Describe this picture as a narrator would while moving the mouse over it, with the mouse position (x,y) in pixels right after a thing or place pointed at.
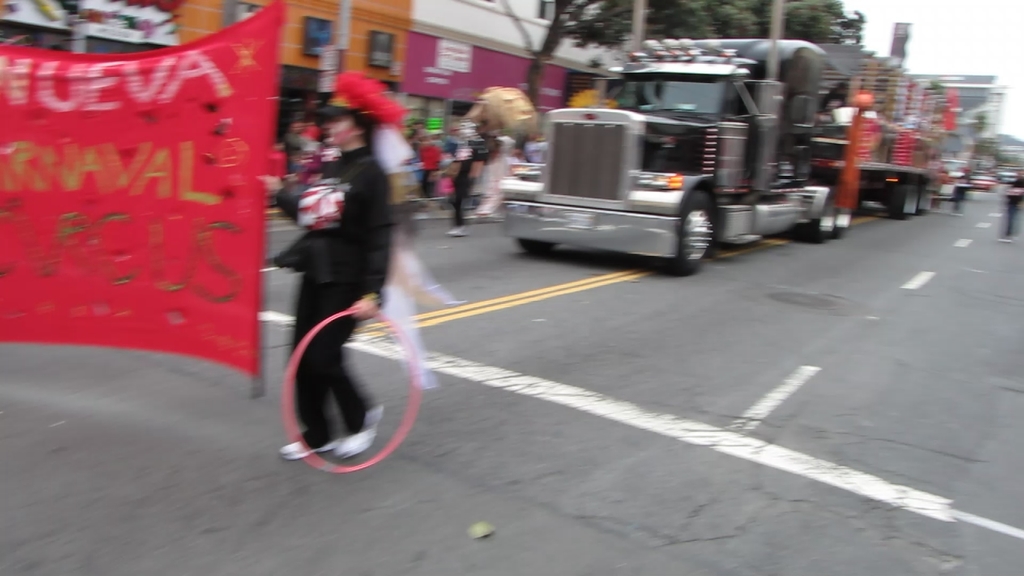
In the image we can see there are people (448,186) wearing clothes (423,176) and there are even vehicles (939,191) on the road (945,206). Here we can see the banner (139,180) and text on it. There are many buildings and trees (757,35). Here we can see the sky (919,34) and the image is slightly blurred.
